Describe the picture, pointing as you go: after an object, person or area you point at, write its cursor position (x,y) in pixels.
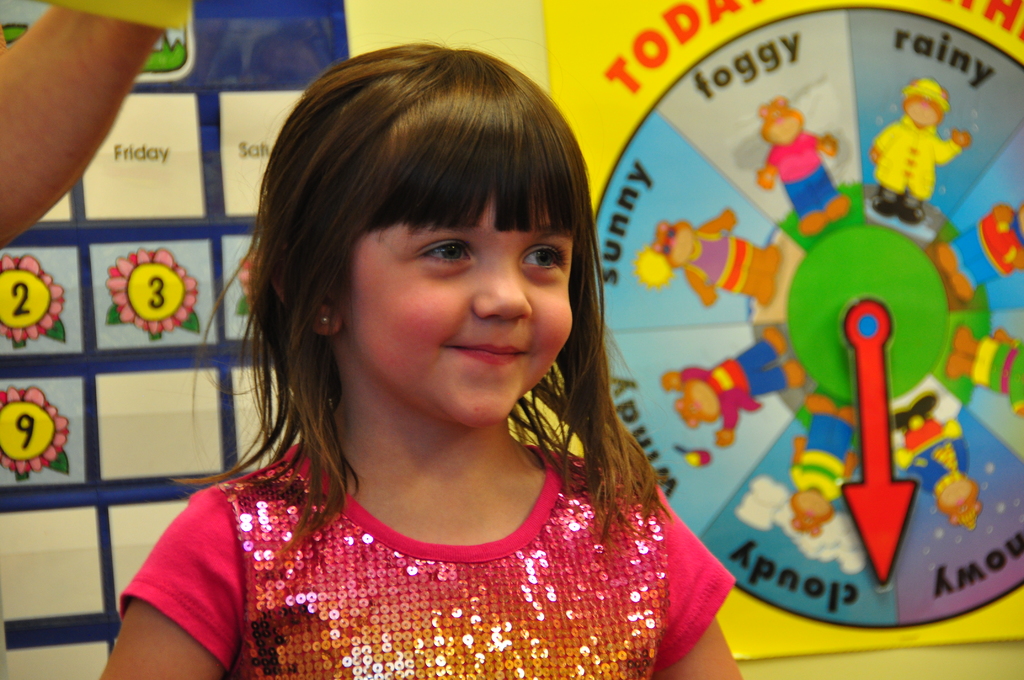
In this picture, we can see a small child (546,291), and we can see a person hand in the top left corner (157,21), and we can see the background (96,423) with some posters (974,633) on it.
